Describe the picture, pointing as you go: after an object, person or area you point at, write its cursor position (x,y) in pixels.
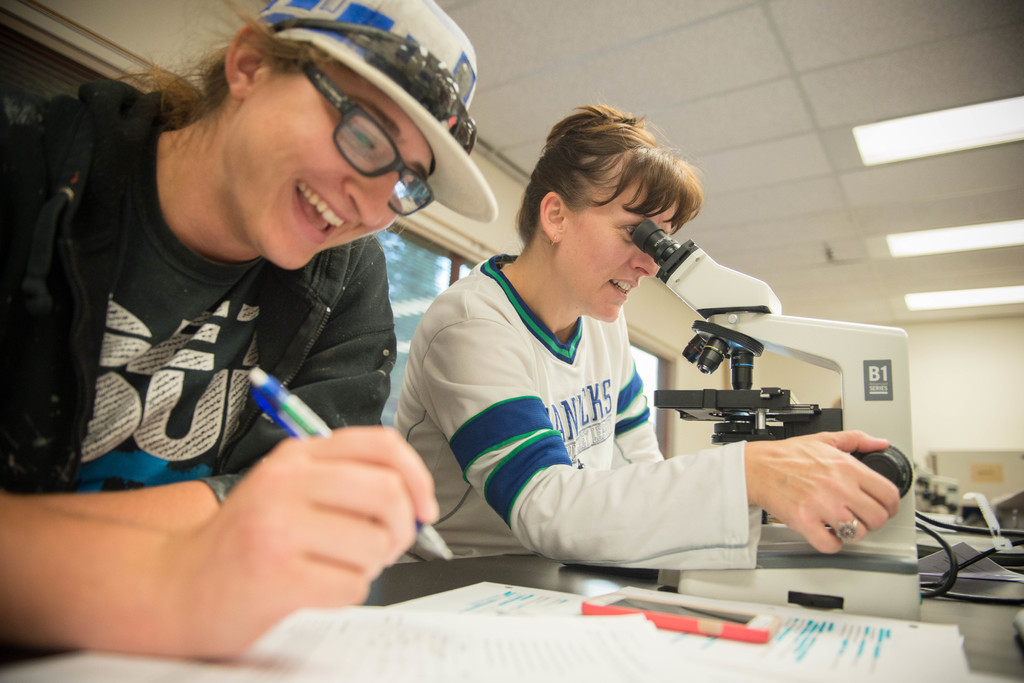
In this picture there is a woman (545,403) sitting on the chairs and looking into the white color microscope (691,299). Beside there is a another woman (368,538) smiling and looking into the papers (460,660). Behind there is a glass window (433,269) and on the top ceiling (864,284) we can see some lights (959,241).
